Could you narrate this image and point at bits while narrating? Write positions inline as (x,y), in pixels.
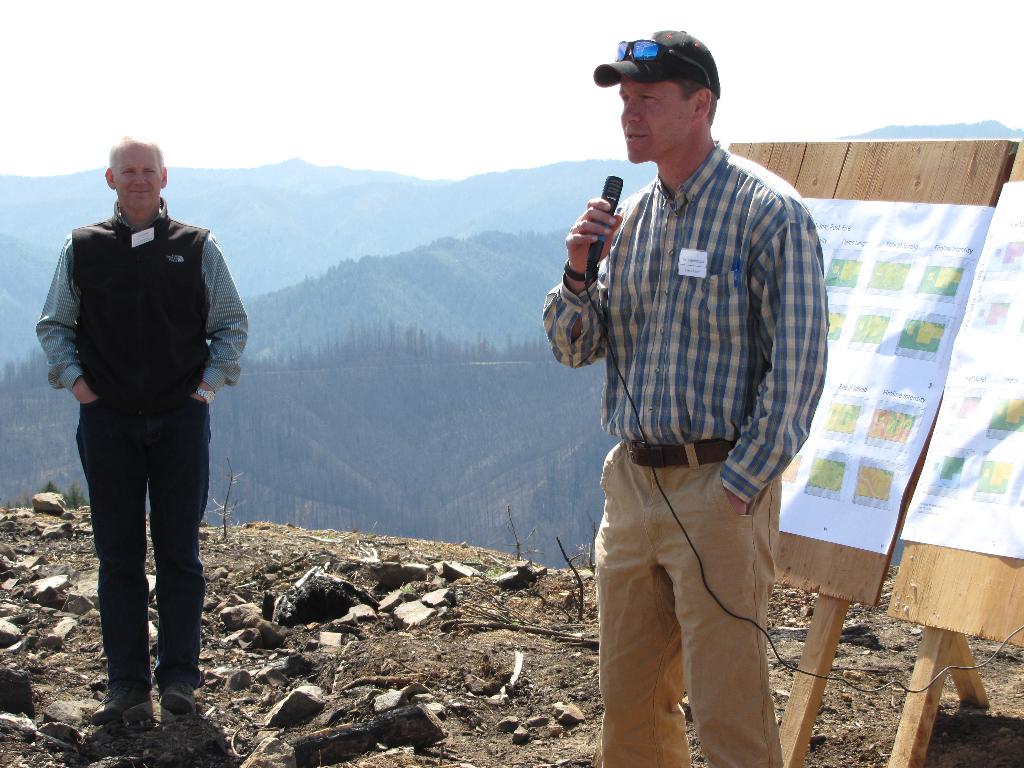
In this image there is the sky (364,46) towards the top of the image (492,47), there are mountains (420,255), there are trees (399,271), there are two men (178,375) standing, there is a man (636,324) holding a microphone (597,247), he is talking, he is wearing a cap (685,59), there is a wire (1005,642) towards the right of the image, there are two wooden boards (923,179) towards the right of the image (875,482), there are papers (911,375) on the board (914,473), there is text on the papers (918,394), there is ground (325,710) towards the bottom of the image (472,726), there are objects (344,590) on the ground (407,681).
